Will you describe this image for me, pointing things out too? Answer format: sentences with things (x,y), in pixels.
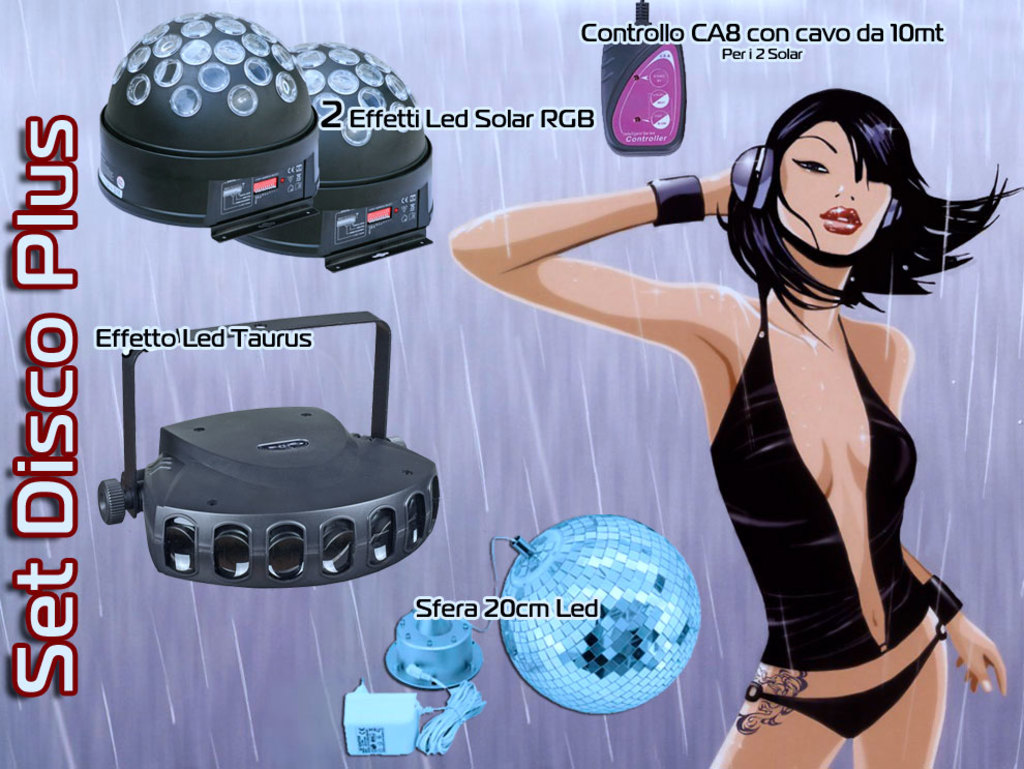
This is a animated image in this image there is a lady (841,493) and disco lights (174,142) on that there is some text (737,28).
